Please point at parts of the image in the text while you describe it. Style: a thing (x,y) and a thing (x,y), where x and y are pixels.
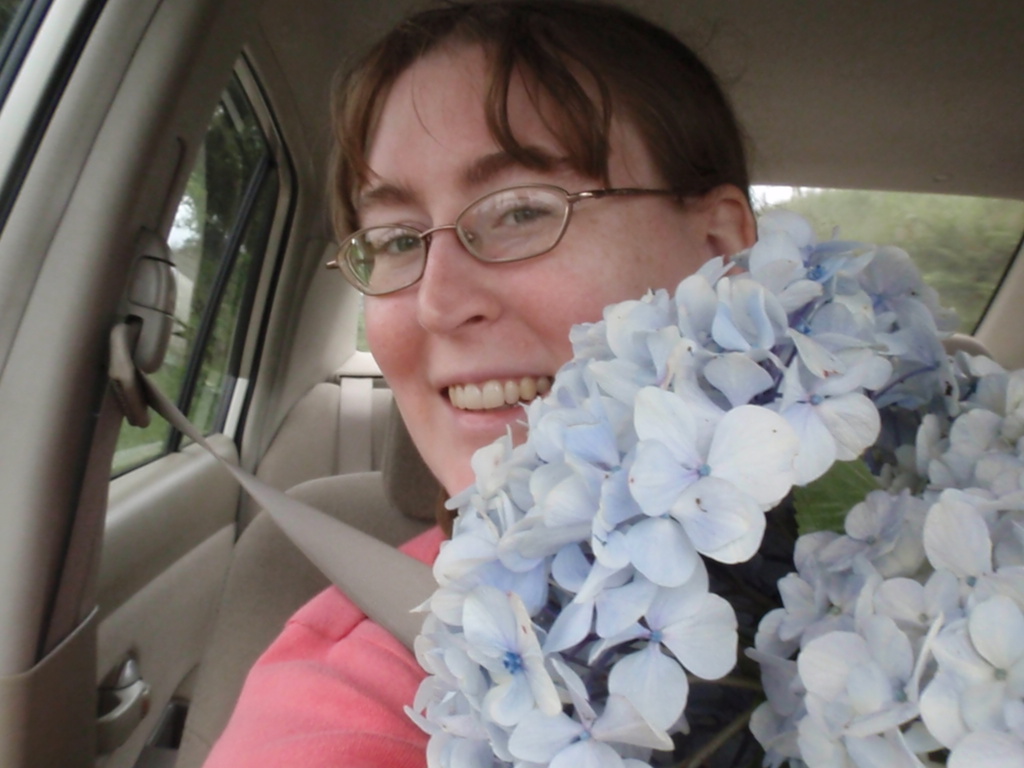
In this image there is a person (269,727) sitting on the seat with a seat belt (335,547) and holding the flowers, inside a car (204,482), and in the background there are trees (951,325).
